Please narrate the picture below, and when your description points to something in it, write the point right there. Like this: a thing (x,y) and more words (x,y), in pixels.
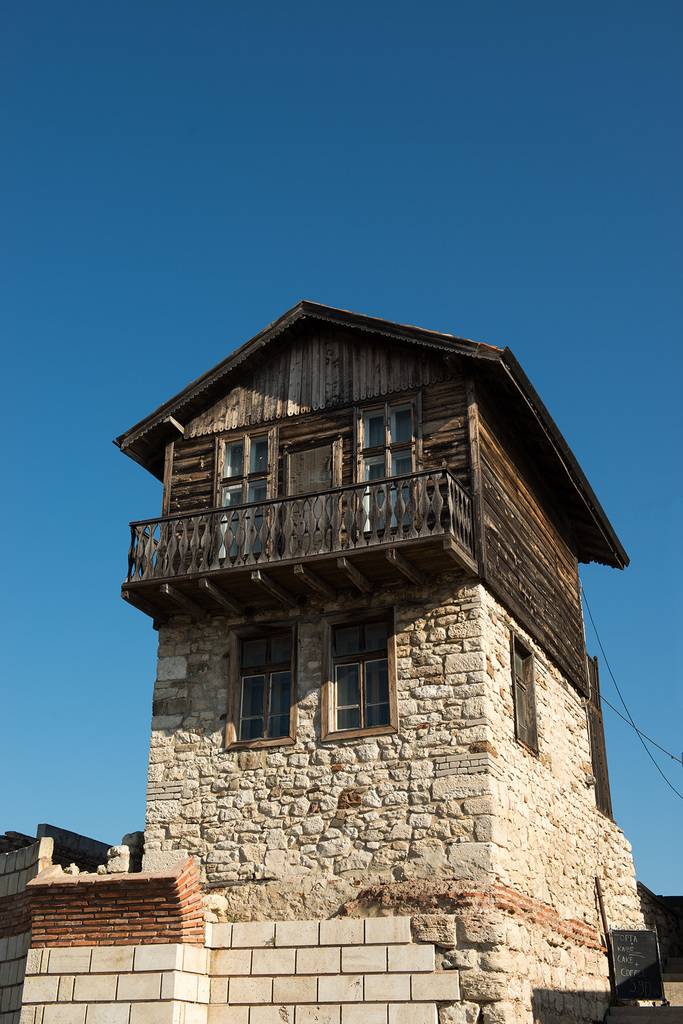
In this image we can see a building (385,706) and it is having few windows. There are few cables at the right side of the image (635,727). There is an object (625,988) at the bottom right (637,958) most of the image. We can see the sky (637,775) in the image.
